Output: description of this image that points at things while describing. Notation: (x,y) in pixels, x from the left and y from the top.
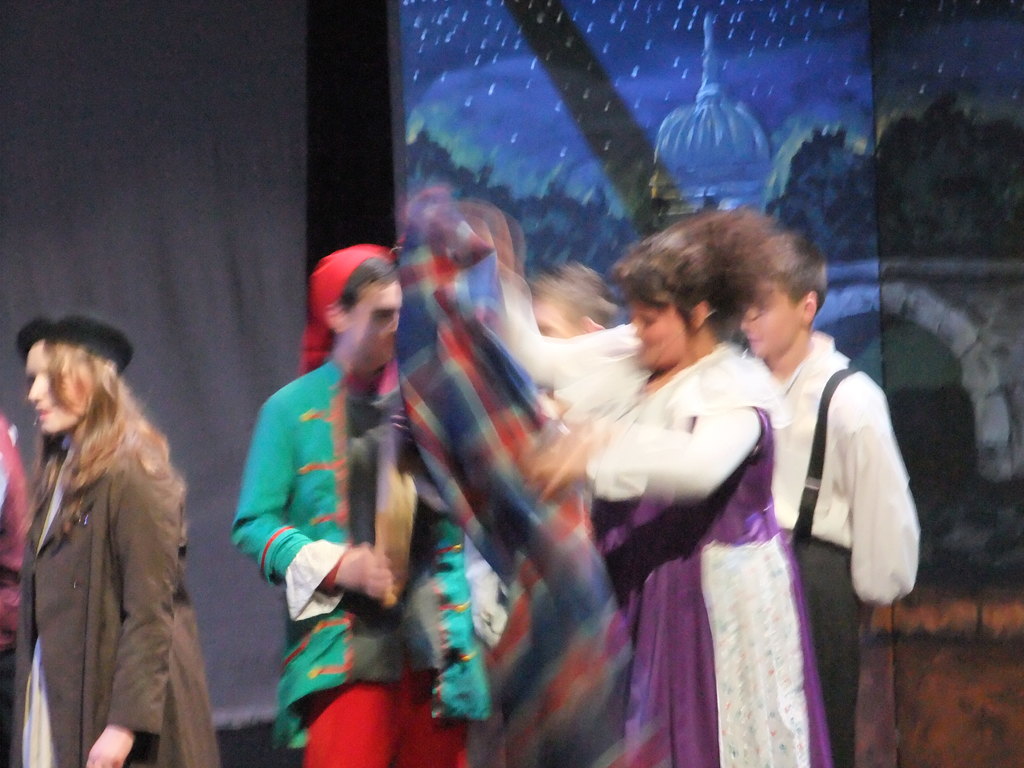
In this picture we can see a group of people (265,579) and a person (540,461) is holding a cloth (483,538). Behind the people (466,573), there is a board (529,203) and a curtain (184,186).
